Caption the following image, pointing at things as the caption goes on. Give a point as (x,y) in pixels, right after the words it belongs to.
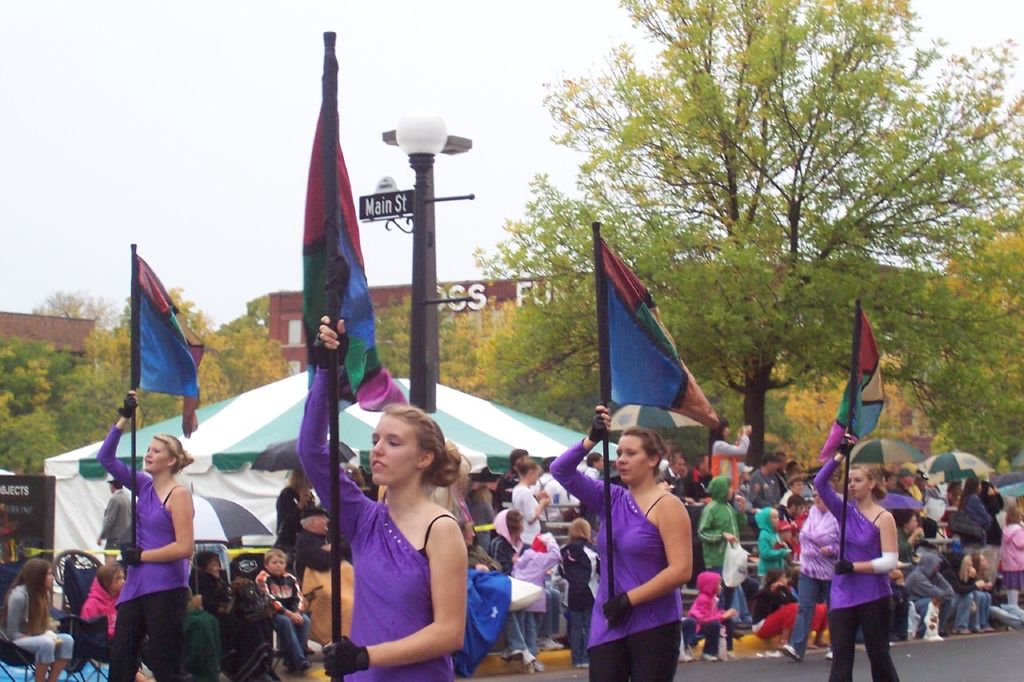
In this image there are few people (227,641) in which few of them are holding flags (326,268), there are umbrellas (969,474), a tent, few buildings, few trees (684,438), chairs (13,661) and the sky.
